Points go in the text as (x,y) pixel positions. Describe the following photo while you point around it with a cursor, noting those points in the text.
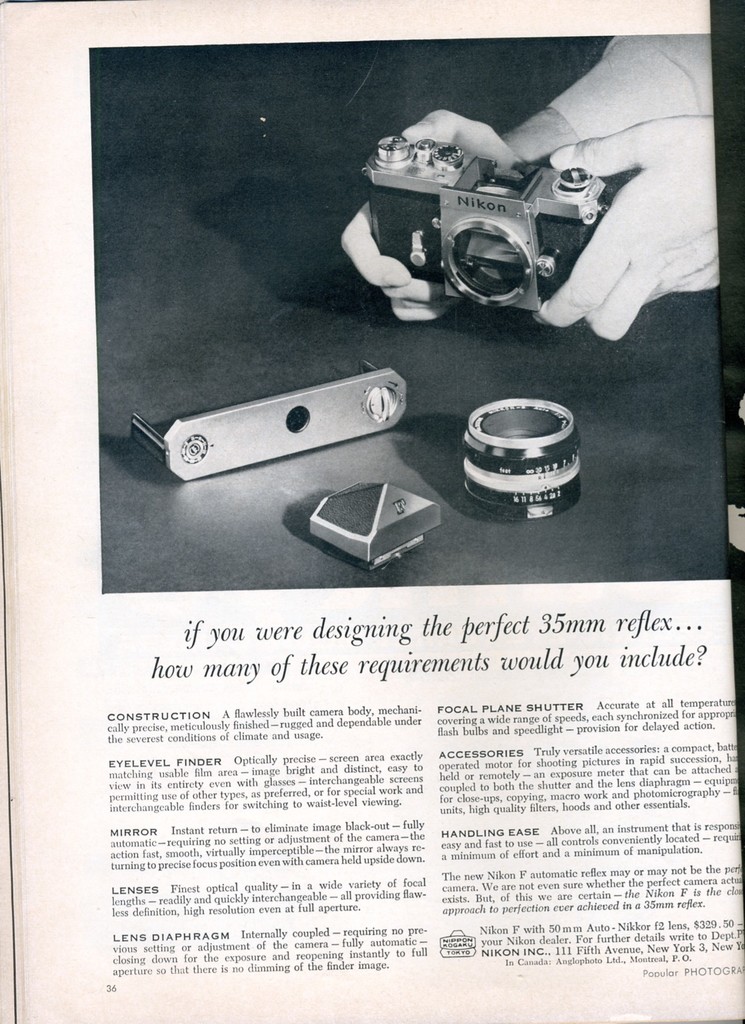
In this picture I can see a person (534,150) holding a camera (509,232). I can also see some other camera accessories (479,456). At the bottom of the image (461,882) there is some text (378,957).
